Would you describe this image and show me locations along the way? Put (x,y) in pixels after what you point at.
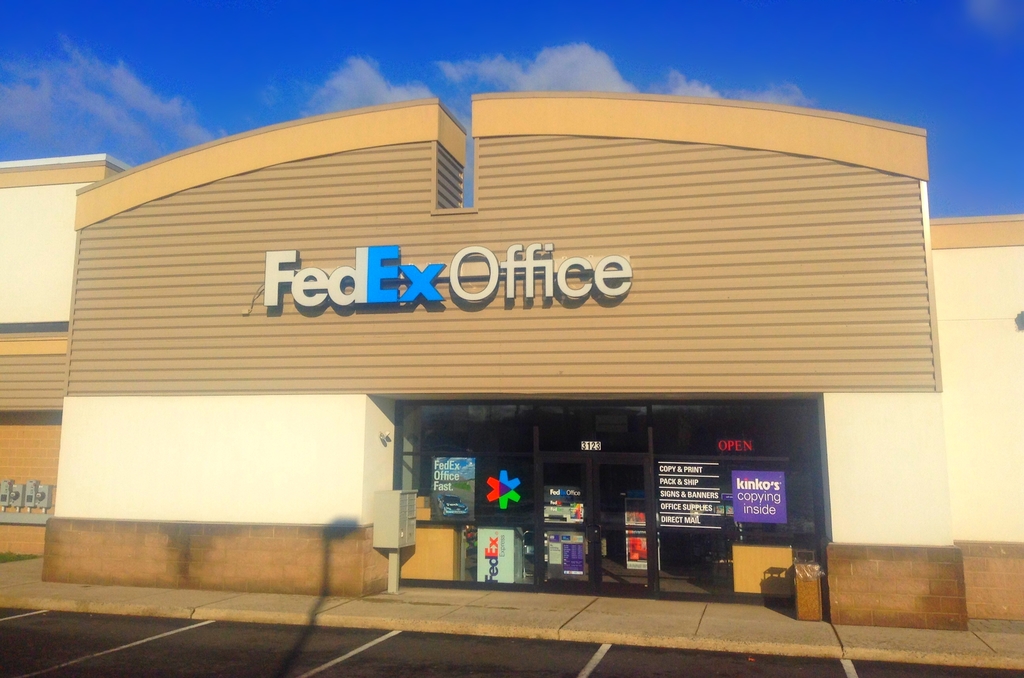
In the image we can see there is a building (544,423) on it, it's written "FedEX Office".
